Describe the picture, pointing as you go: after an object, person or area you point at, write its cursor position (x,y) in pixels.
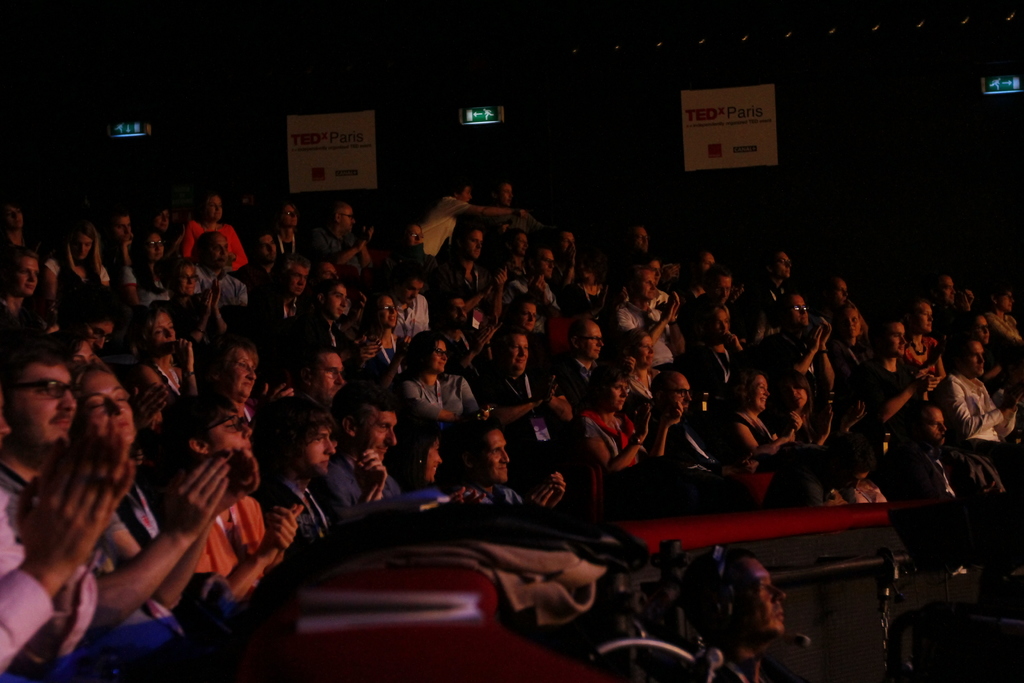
This image consists of so many people (488,344). They are sitting. Some are clapping.
